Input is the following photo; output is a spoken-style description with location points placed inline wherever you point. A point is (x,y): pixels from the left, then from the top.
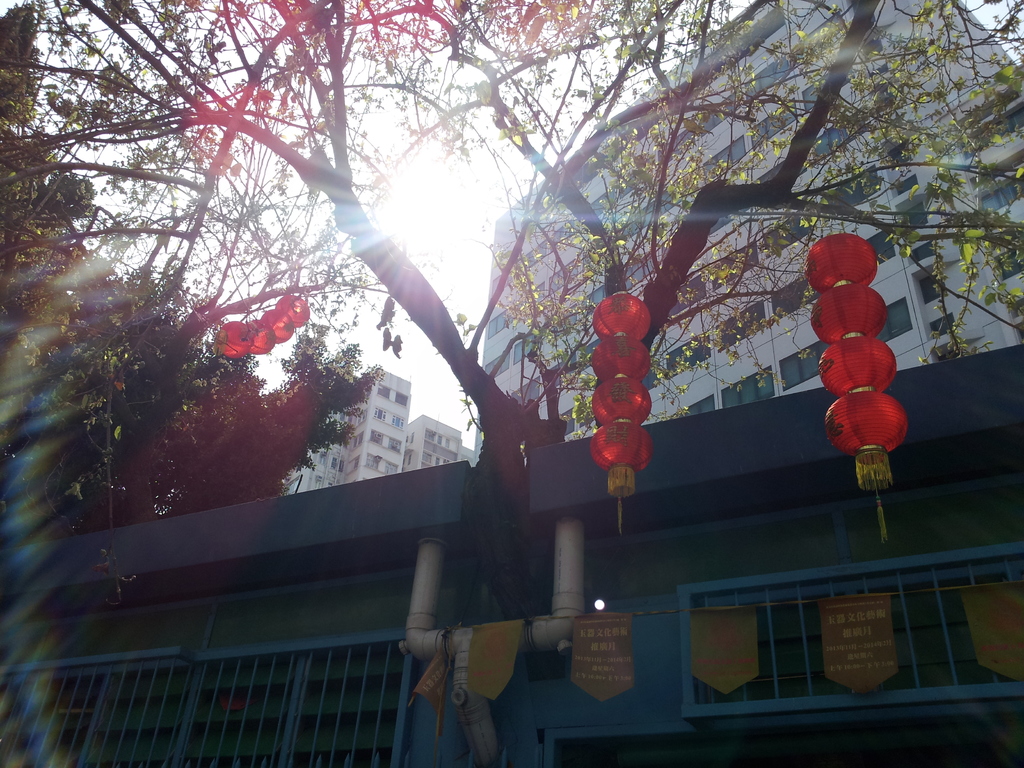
Here in this picture in the front (165,517) we can see a store (168,520) present and in the middle (508,429) we can see a tree (466,383) present, on which we can see paper lanterns (830,325) hanging over there and behind that we can see buildings (391,382) present over there and we can also see other trees (174,405) also present over there and we can see sun (452,194) in the sky (452,194) over there.
